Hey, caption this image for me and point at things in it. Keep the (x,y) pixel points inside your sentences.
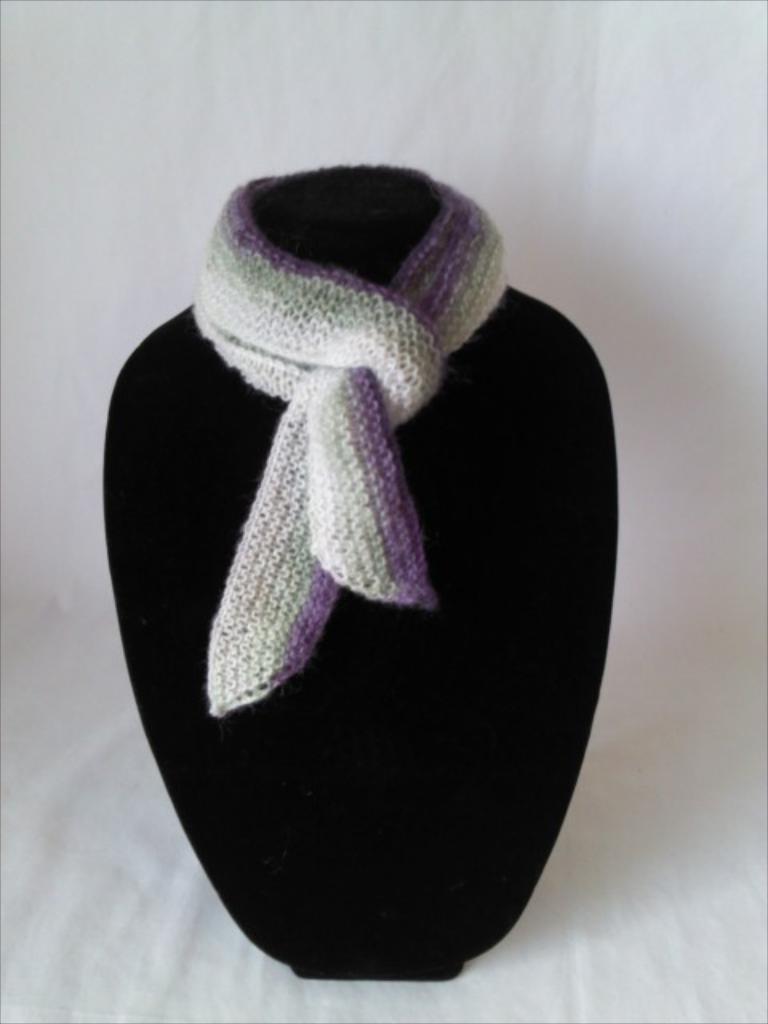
In this image, we can see a scarf (345,410) on the black object (513,539). Background (33,822) we can see a white color.
